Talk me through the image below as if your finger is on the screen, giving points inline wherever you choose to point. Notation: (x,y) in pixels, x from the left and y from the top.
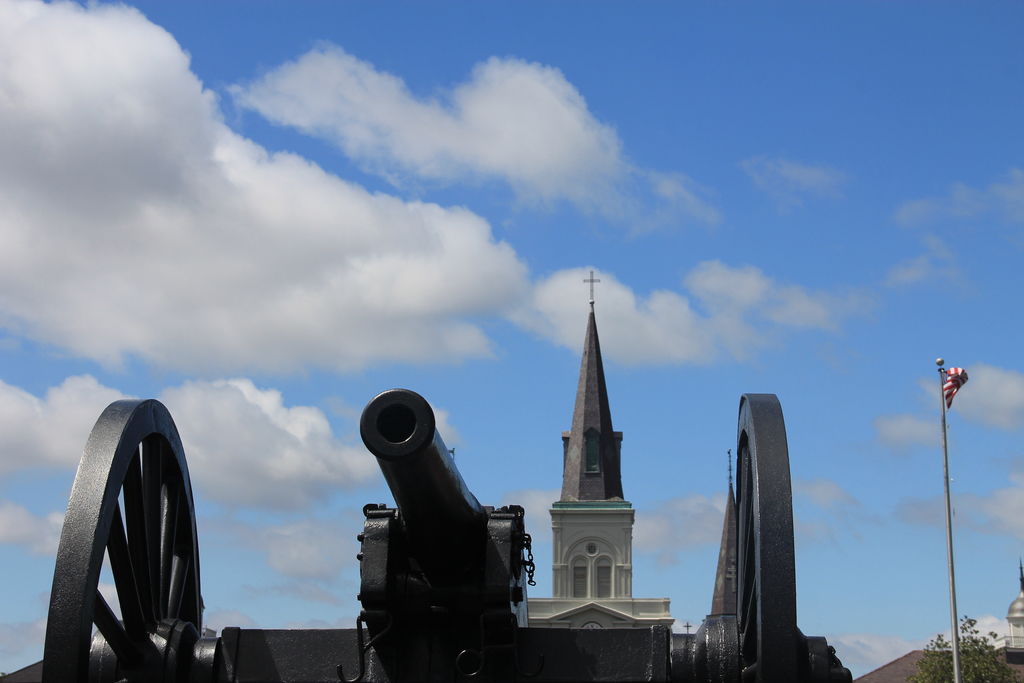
In this image there is a cart (131,600) having a weapon (387,604). Behind there is a building (587,609). Right side (963,373) there is a pole (949,469) having a flag (957,384). Behind there is a tree (968,648). Behind it there is a building (900,665). Top of the image (439,124) there is sky (295,284) with some clouds (177,329).
